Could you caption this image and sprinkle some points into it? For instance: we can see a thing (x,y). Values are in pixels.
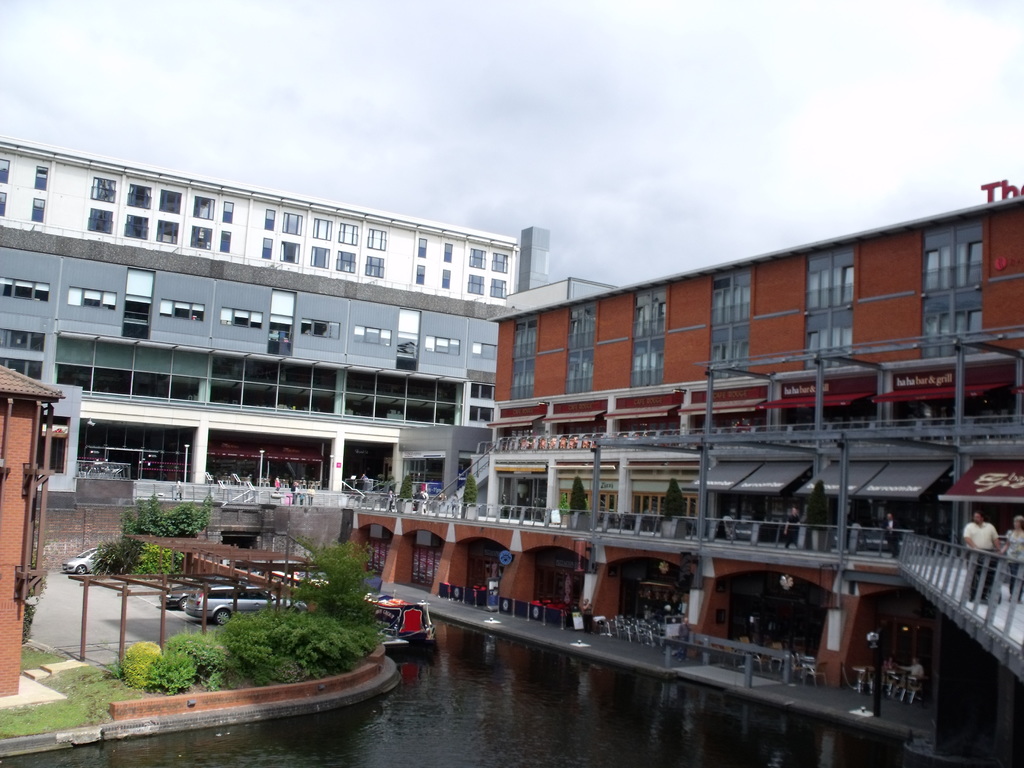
In the image two buildings (422,401) and trees (276,615) are there, Few cars (217,599) are parked in the parking zone (118,591), two persons (972,532) are standing towards the right most of the image (1014,544).
